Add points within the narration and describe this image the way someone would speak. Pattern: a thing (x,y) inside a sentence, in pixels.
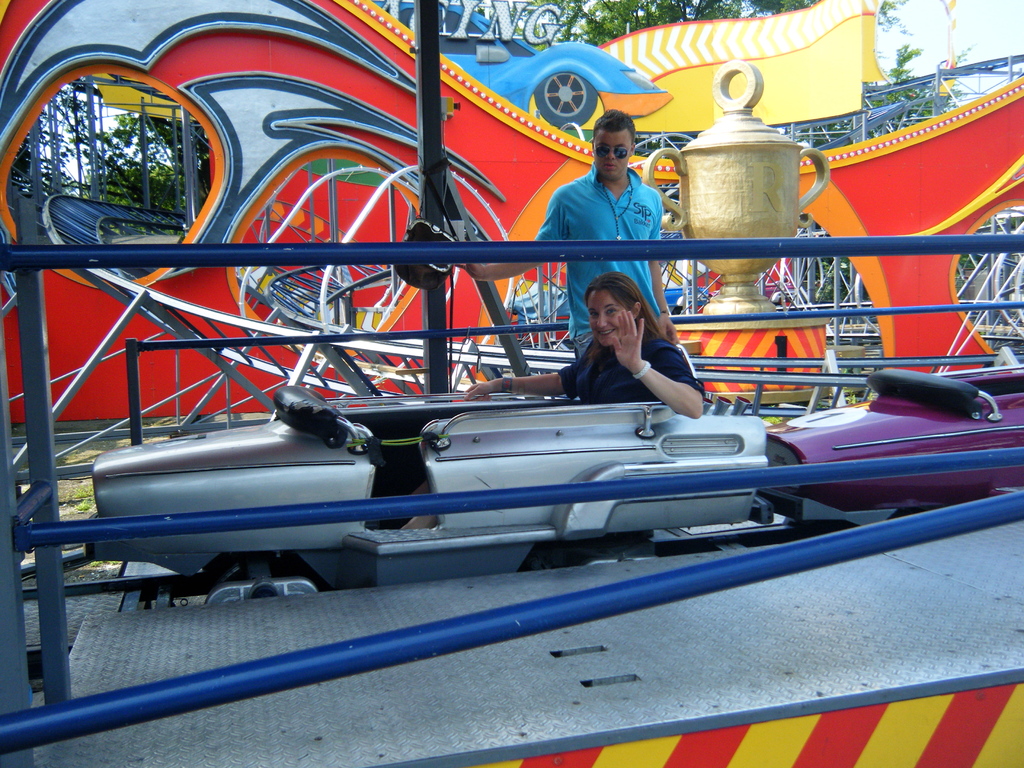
This picture shows man (605,206) standing and he wore sunglasses (618,151) on his face (603,160) and we see a woman (542,385) seated and we see trees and a cloudy sky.
